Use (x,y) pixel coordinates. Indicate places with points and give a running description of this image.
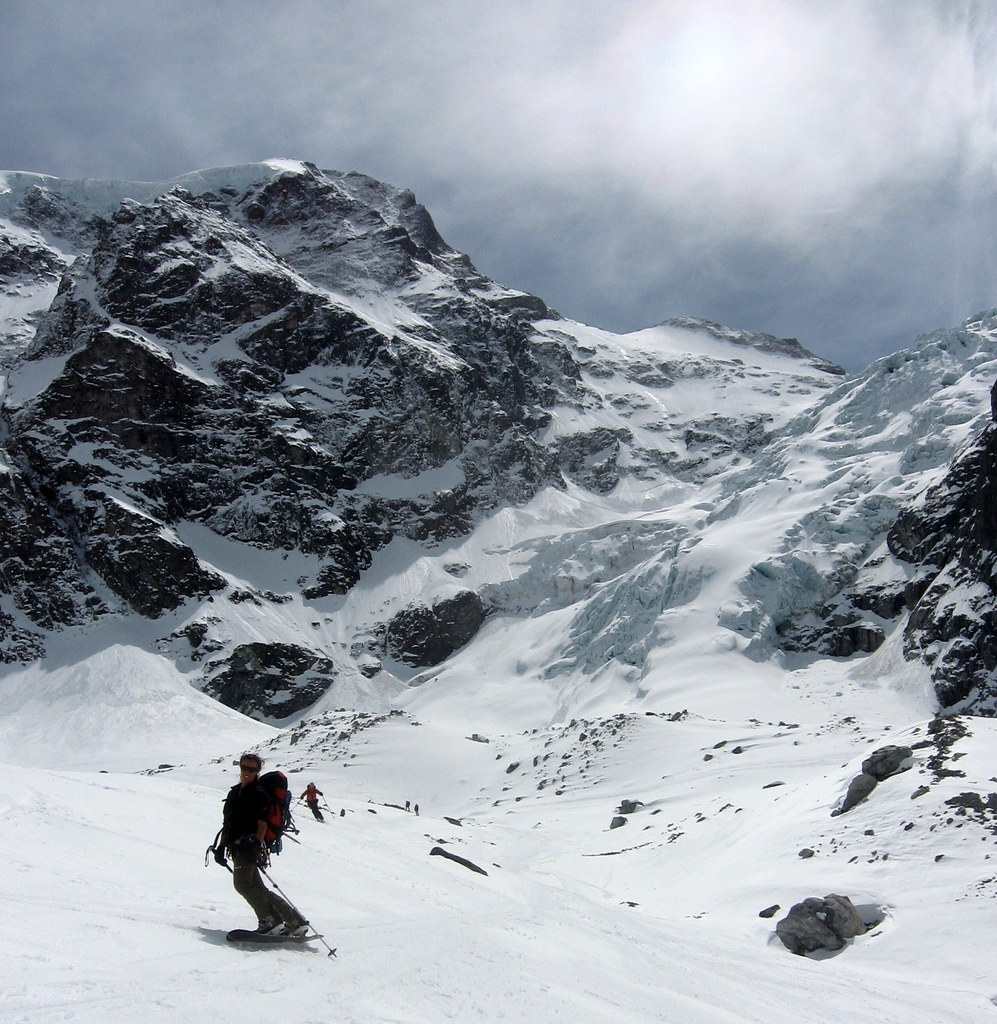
This image consists of ice (407,676). There are some persons (250,827) in the middle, who are skiing on ice (136,1006). There is sky (827,270) at the top (635,188).
